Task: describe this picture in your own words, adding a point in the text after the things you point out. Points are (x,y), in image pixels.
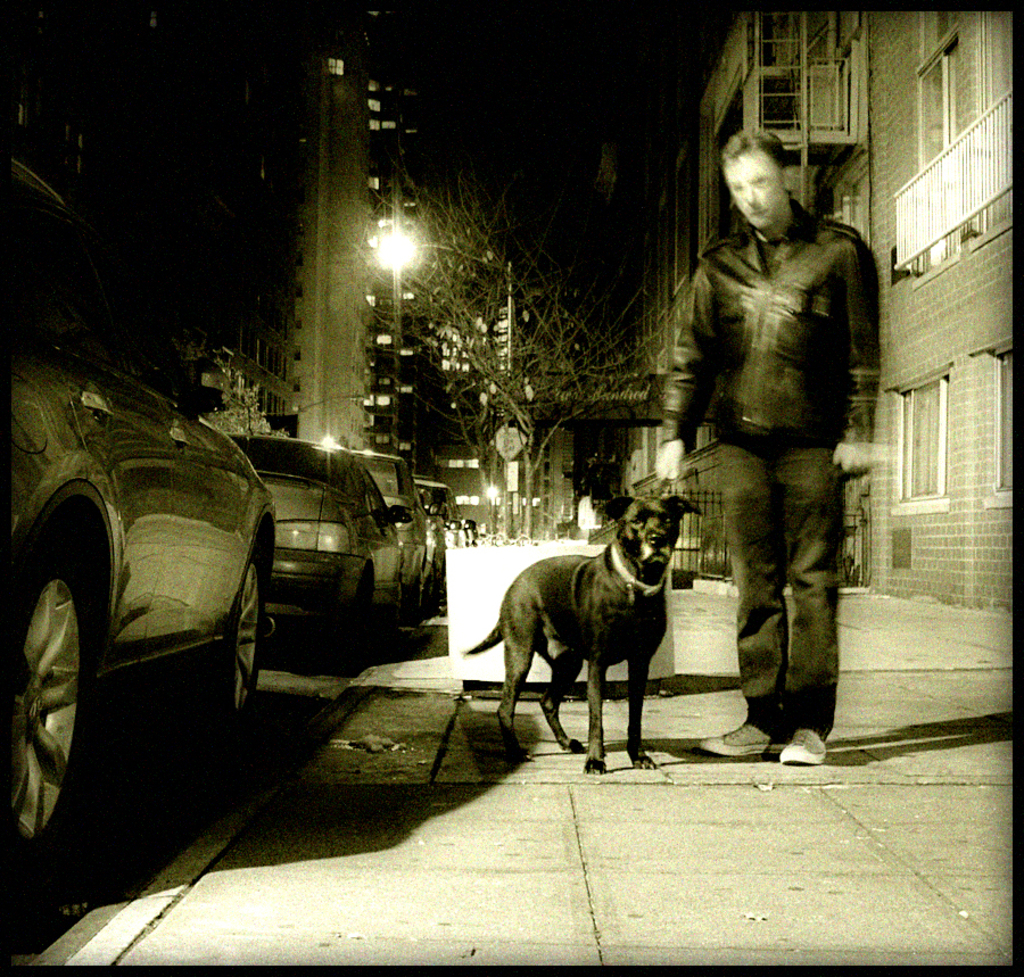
It is a picture taken at night, there is a man (729,457) and a dog (611,572) standing and staring, to the left side (230,587) there are some cars (326,517), to the right side (940,399) there is a building (884,183), in the background (587,326) there is a street light (394,248) tree (547,346) and a sky (590,260).
